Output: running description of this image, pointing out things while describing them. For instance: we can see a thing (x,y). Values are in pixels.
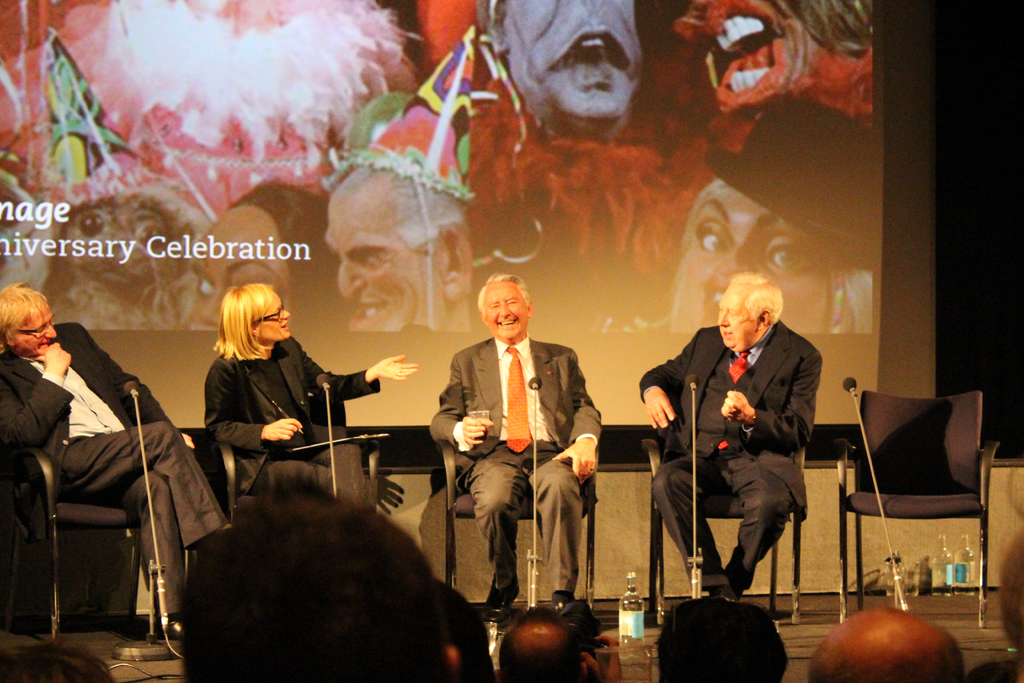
In this picture I can observe four members (499,419) sitting in the chairs (591,505) on the stage (187,599). Three (80,371) of them are men (546,375) and one (267,329) of them is a woman (297,413). In front of them there are mics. On the bottom of the picture (238,599) I can observe some people (884,646) in front of the stage (177,621). In the background (419,71) there is a screen (501,267).
